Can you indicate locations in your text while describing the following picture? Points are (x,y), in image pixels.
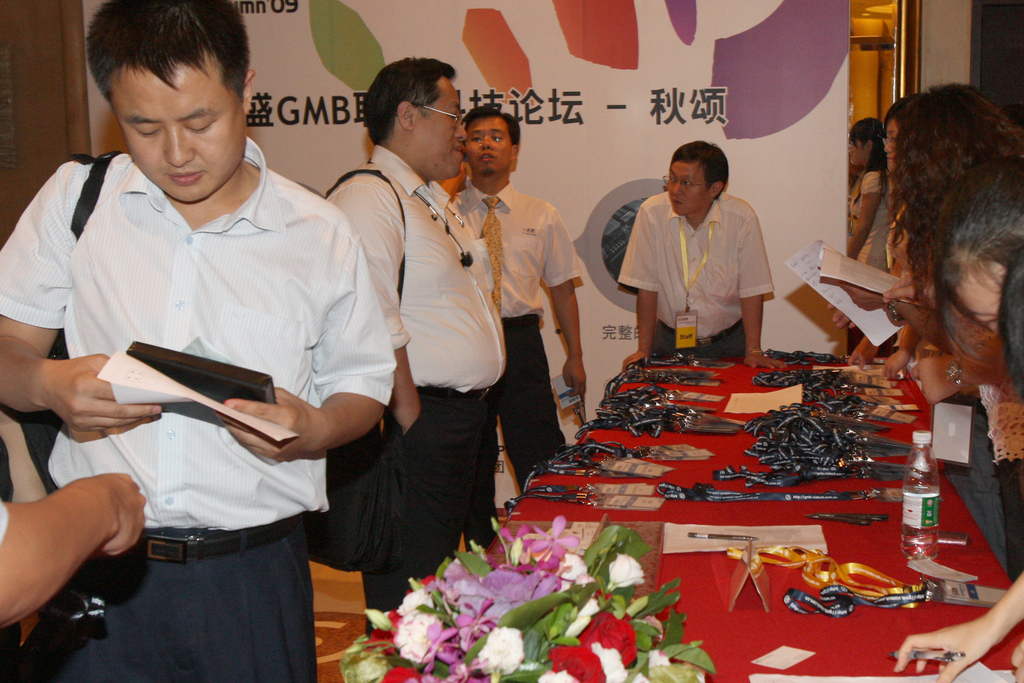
In this image we can see people (952,281) standing and holding bags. And we can see the lanyards (770,383), bottles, flowers (630,585) and some objects (649,581) on the table (690,584). And we can see the people (296,402) holding papers/books (215,409). And we can see one board (610,147) with some text (486,100) on it.
